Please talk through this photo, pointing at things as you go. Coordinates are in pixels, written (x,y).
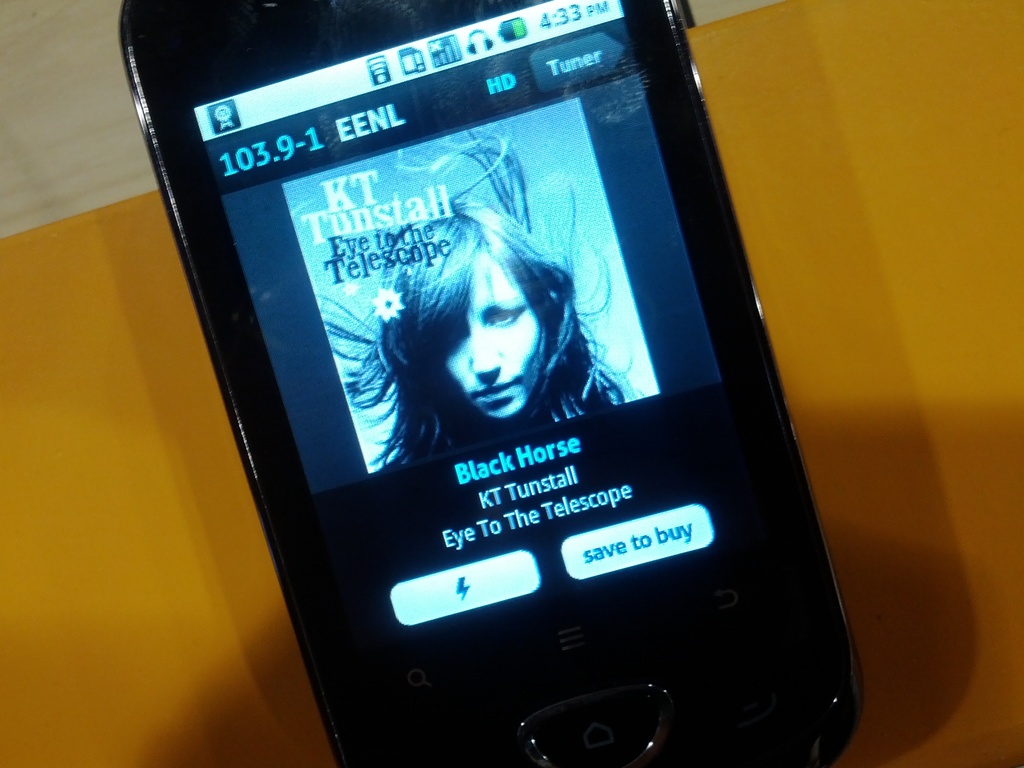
In this picture, we see a mobile phone (343,304) which is displaying some text (515,528) and it is also displaying the image of the woman (409,305). In the background (195,412), it is yellow in color and it might be a table (819,254). In the left top (73,106), it is white in color and it might be a wall (106,124).
